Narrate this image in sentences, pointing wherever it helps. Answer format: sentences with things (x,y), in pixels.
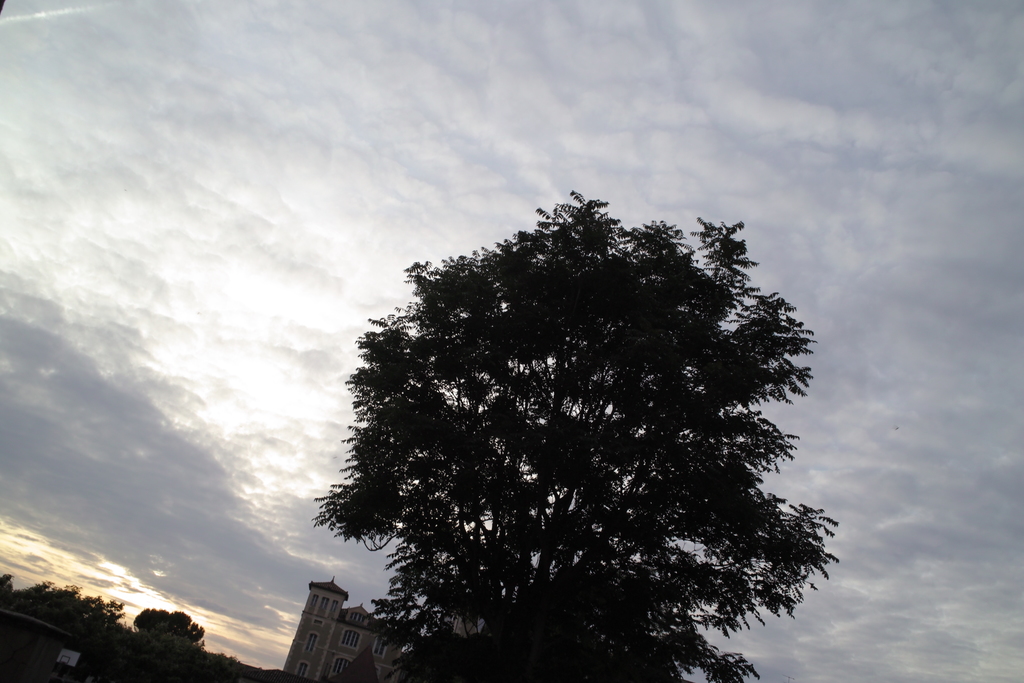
In the middle of the picture (581,350), we see a tree (532,499) and in the left bottom of the picture (165,635), there are trees (178,650) and a building (326,630) in white color. At the top of the picture (595,149), we see the sky (223,382).
